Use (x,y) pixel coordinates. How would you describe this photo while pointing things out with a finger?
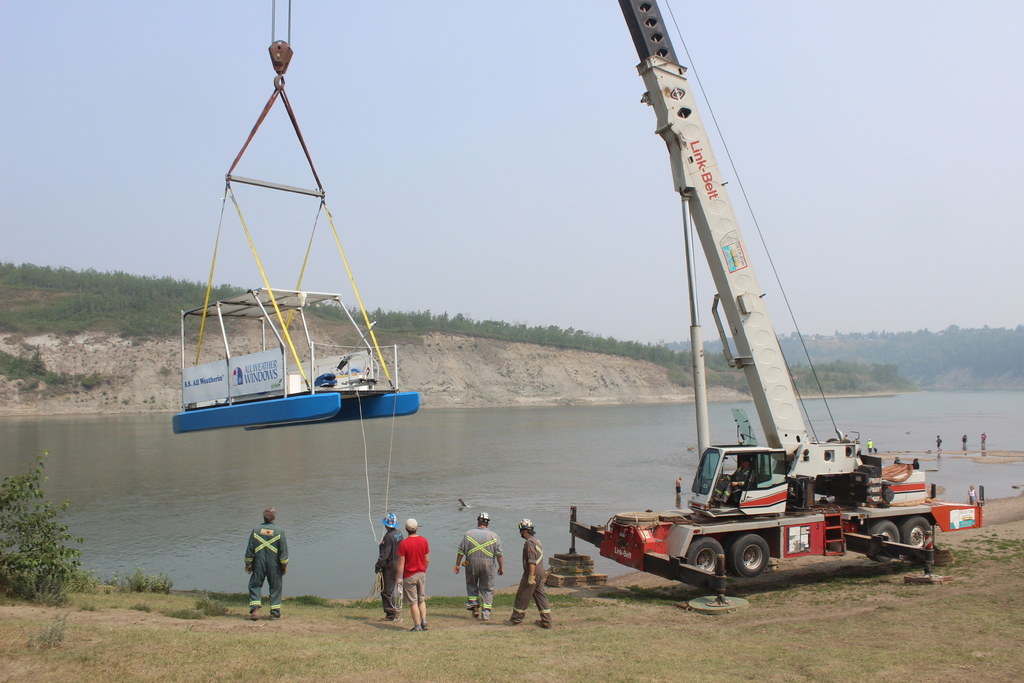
In this image, on the right side (822,460), we can see a vehicle (819,447) which is placed on the land (790,593). On the vehicle (723,454), we can see a person (739,488). In the middle of the image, we can also see a group of people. On the left side (56,546), we can see some plants (62,547). In the middle of the image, we can also see a crane (755,460). In the background (931,345), we can see some trees (891,378), plants (891,378). At the top (908,78), we can see a sky (936,70), at the bottom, we can see some stones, water (654,442) in a lake (671,501) and a grass (736,584).
